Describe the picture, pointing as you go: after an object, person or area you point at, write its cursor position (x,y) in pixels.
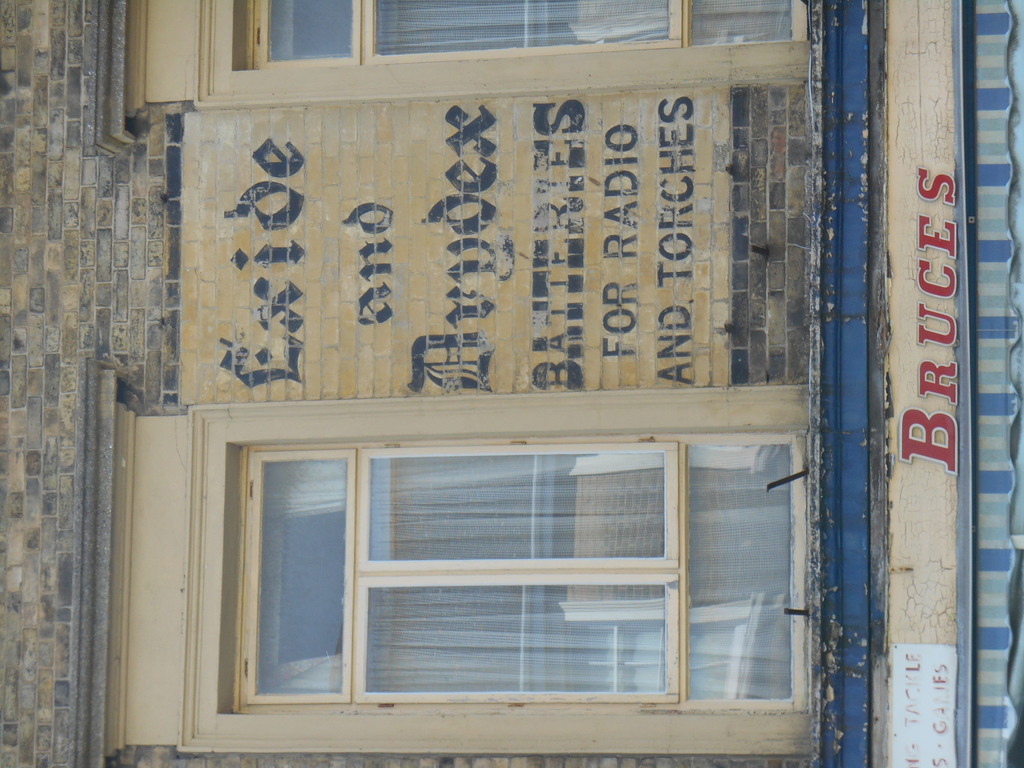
In this image we can see a wall (403,280) on which something is written. Here we can see the windows (525,46) with glass (511,615) and some text (939,362) here and also the tent (1012,306).
